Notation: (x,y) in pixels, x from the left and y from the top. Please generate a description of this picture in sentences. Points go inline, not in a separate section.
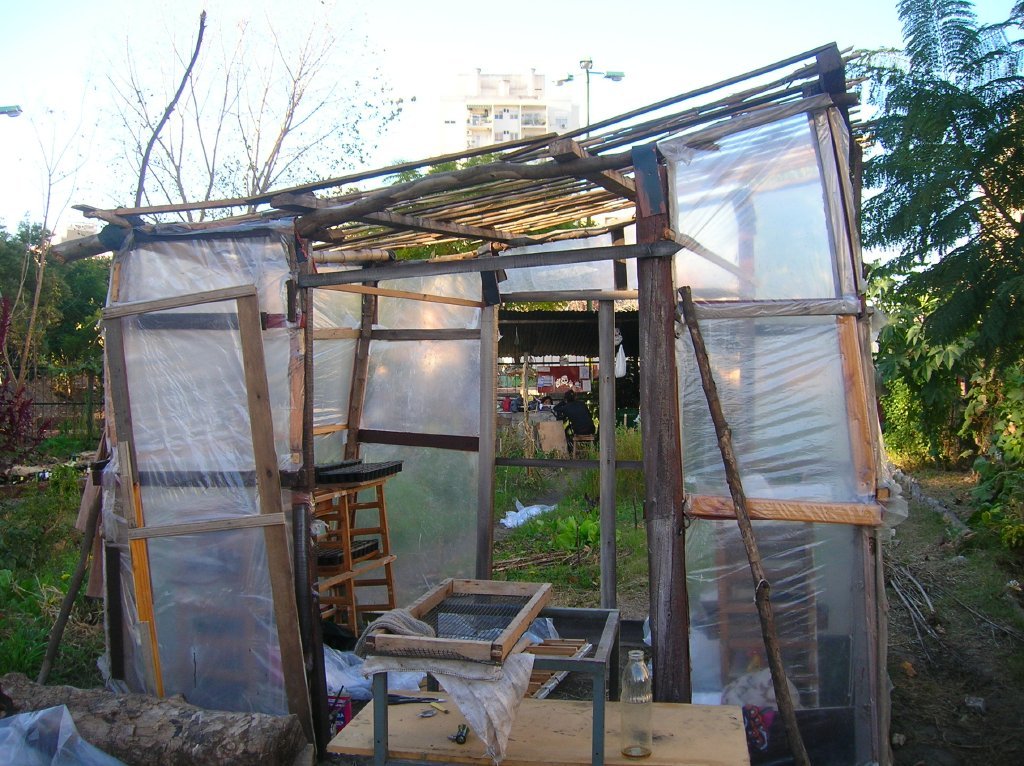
In this image, in the middle (456,371), we can see a wood shed (825,443) which is covered with polythene cover (764,237). On the right side (988,233), we can see some trees (955,325) and plants (935,398). On the left side (81,331), we can also see some trees (81,331) and plants (86,371). In the background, we can see a building (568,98), street lights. At the top (486,16), we can see a sky (475,12), at the bottom (570,565), we can see a grass (569,578) and a table (721,742). On that table (676,754), we can also see a bottle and a metal rod (614,642). On the left side (105,690), we can also see a wooden trunk (245,718).
